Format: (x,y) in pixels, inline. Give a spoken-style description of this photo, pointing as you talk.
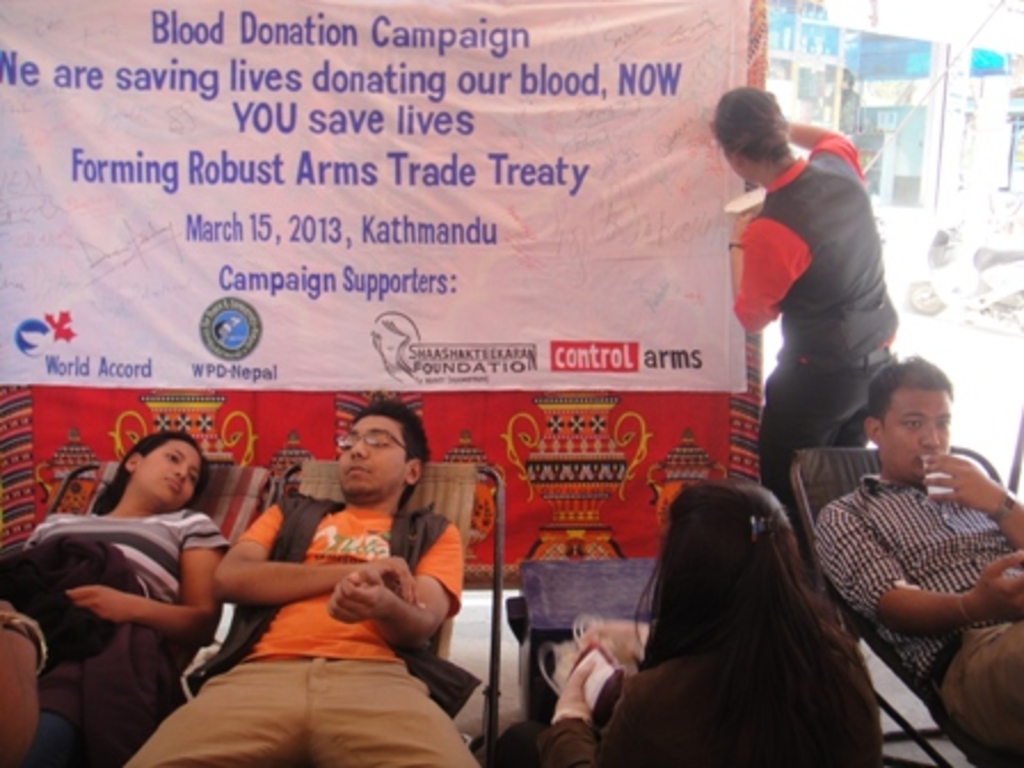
As we can see in the image there is a white color banner (312,191), building (971,51), few people (794,569) here and there and three of them are lying on chairs (875,633).
